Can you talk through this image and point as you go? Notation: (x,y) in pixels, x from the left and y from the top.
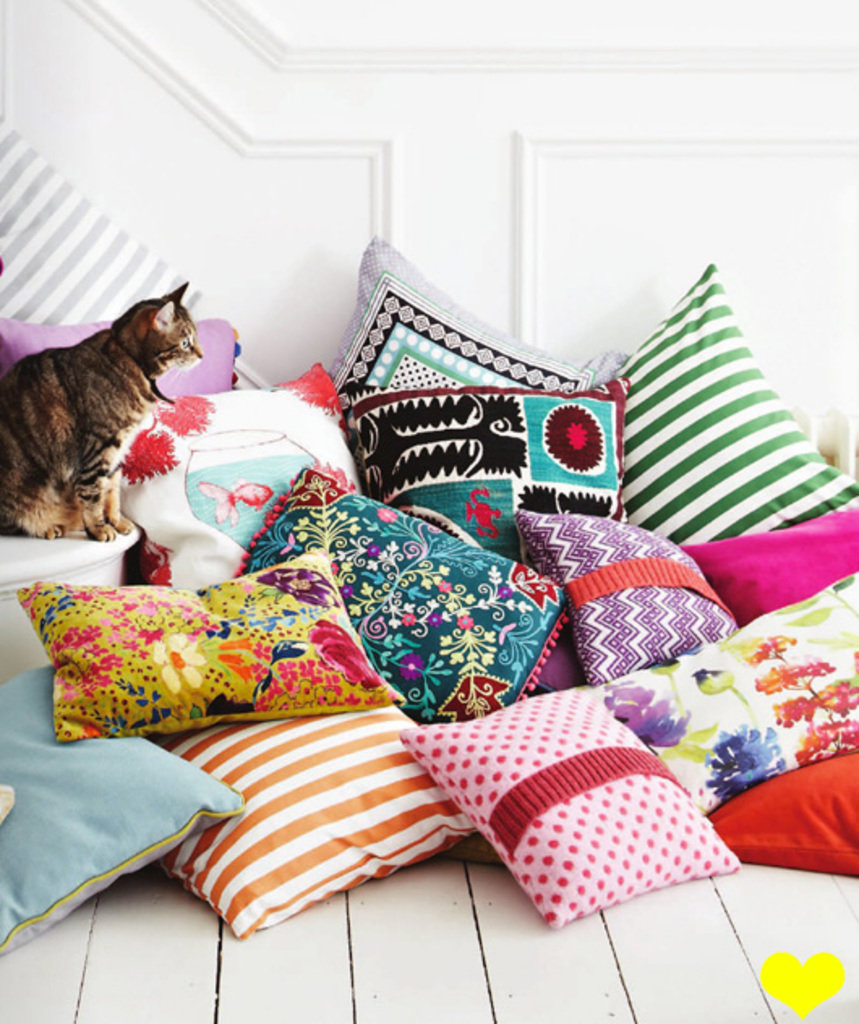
In this image there are pillows (494,455), wall (423,98), cat (115,357) and floor (231,949). At the bottom of the image (807,989) there is a logo (822,983).
